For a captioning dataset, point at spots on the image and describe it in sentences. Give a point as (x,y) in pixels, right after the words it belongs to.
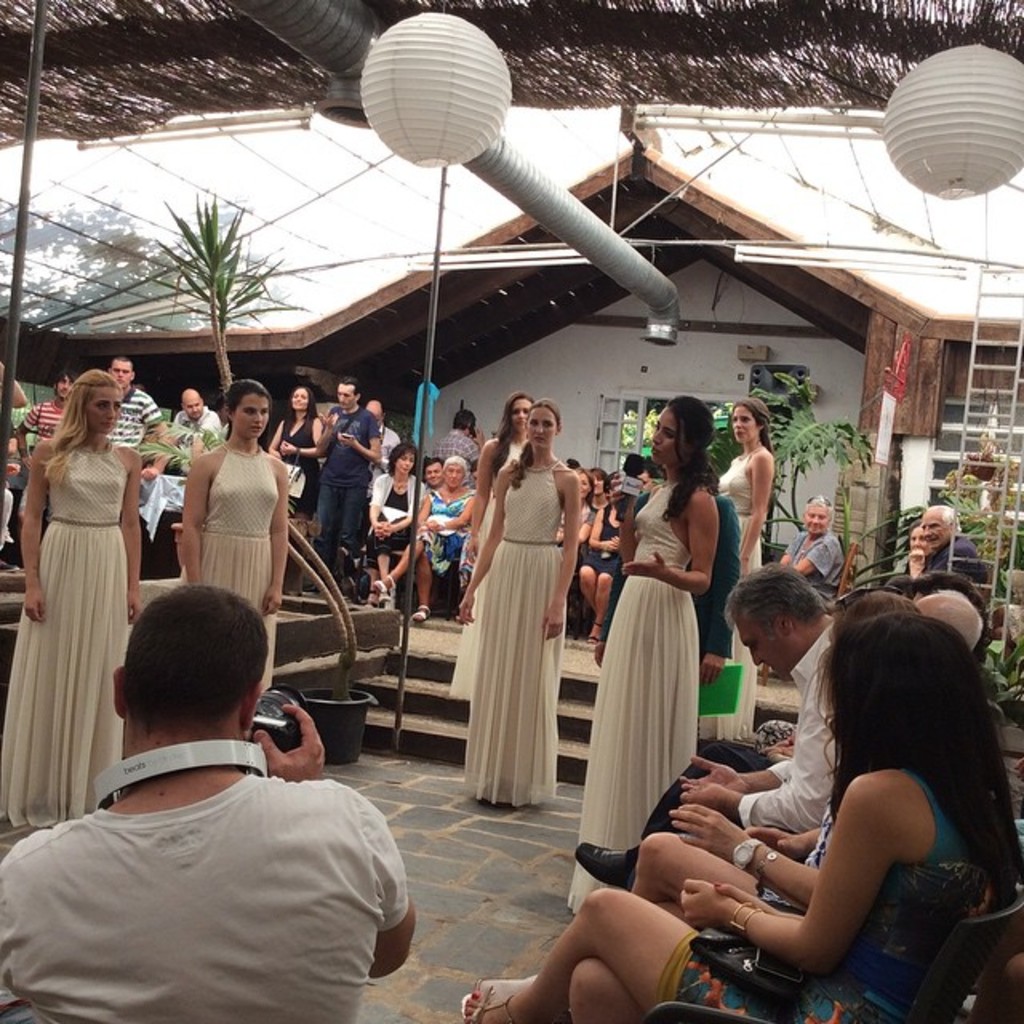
In the foreground of the picture (702,874) there are people (754,884) sitting. On the left (240,747) there is a person (238,740) holding camera (278,716). In the center of the picture (547,516) there are women (125,547) standing. In the background (427,461) there are people (351,420), plants (791,445), building (445,274) and other objects (773,376). At the top (409,145) there are decorative items (364,92), pipe (347,79) and other material (191,97) like roof (894,38).
